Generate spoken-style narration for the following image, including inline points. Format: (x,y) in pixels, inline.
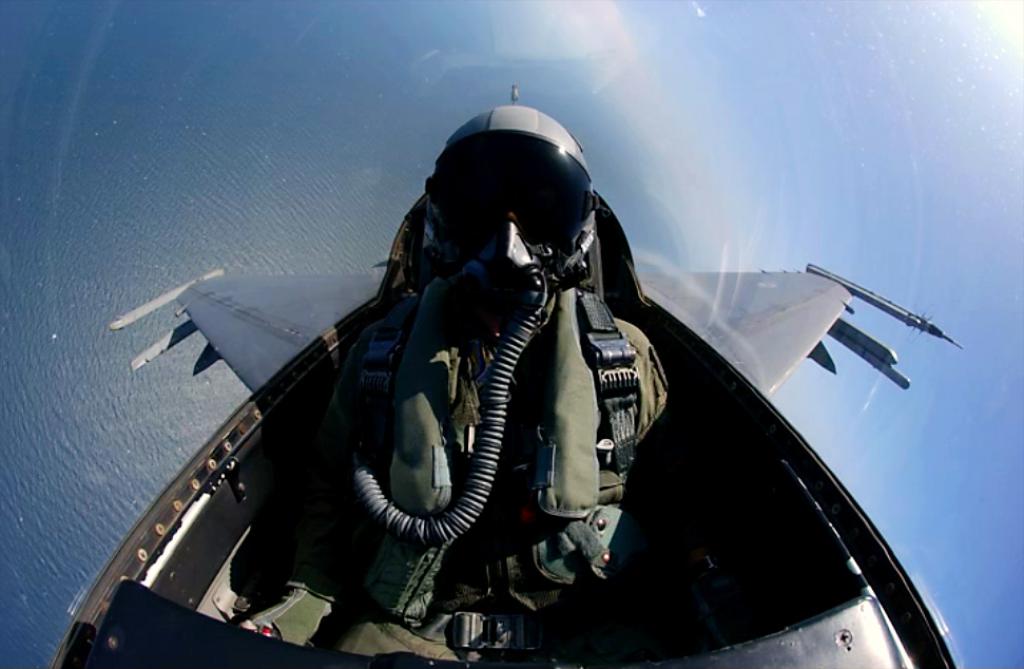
In the center of the image (584,315) we can see a man (472,524) sitting in the plane (703,498).
